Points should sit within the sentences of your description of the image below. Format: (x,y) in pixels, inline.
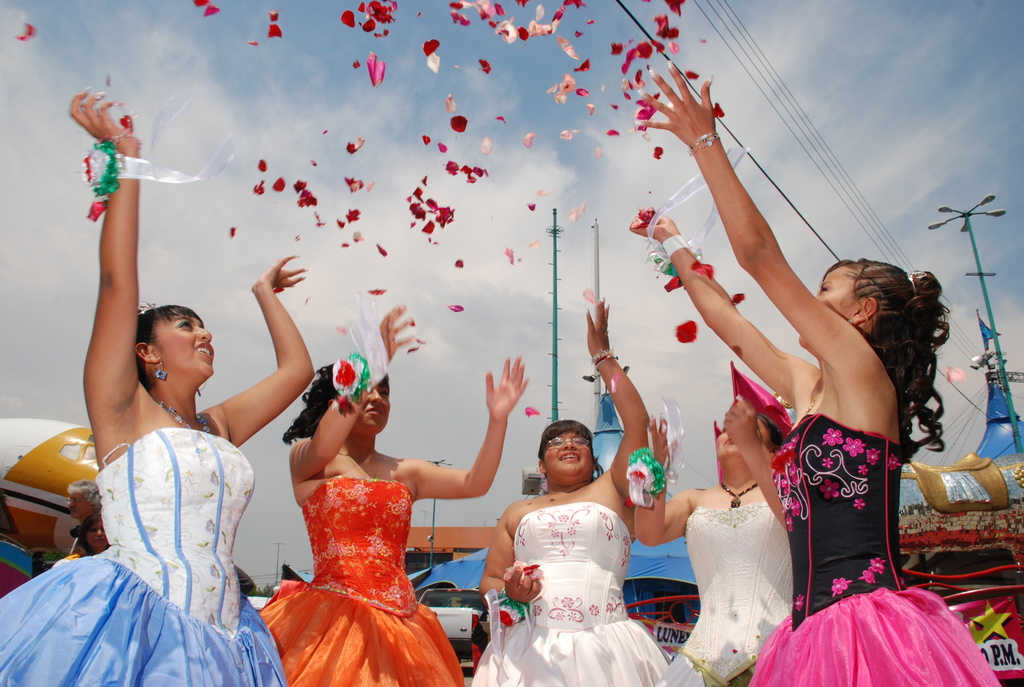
This image consists of five women (374,574) throwing flowers (418,215) in the air. At the top (754,99), there are clouds (806,126) in the sky (754,134). In the background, there are tents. To the right (846,568), the woman (840,587) is wearing pink dress (833,554). To the left (129,568), the woman (133,554) is wearing blue dress (95,580).
